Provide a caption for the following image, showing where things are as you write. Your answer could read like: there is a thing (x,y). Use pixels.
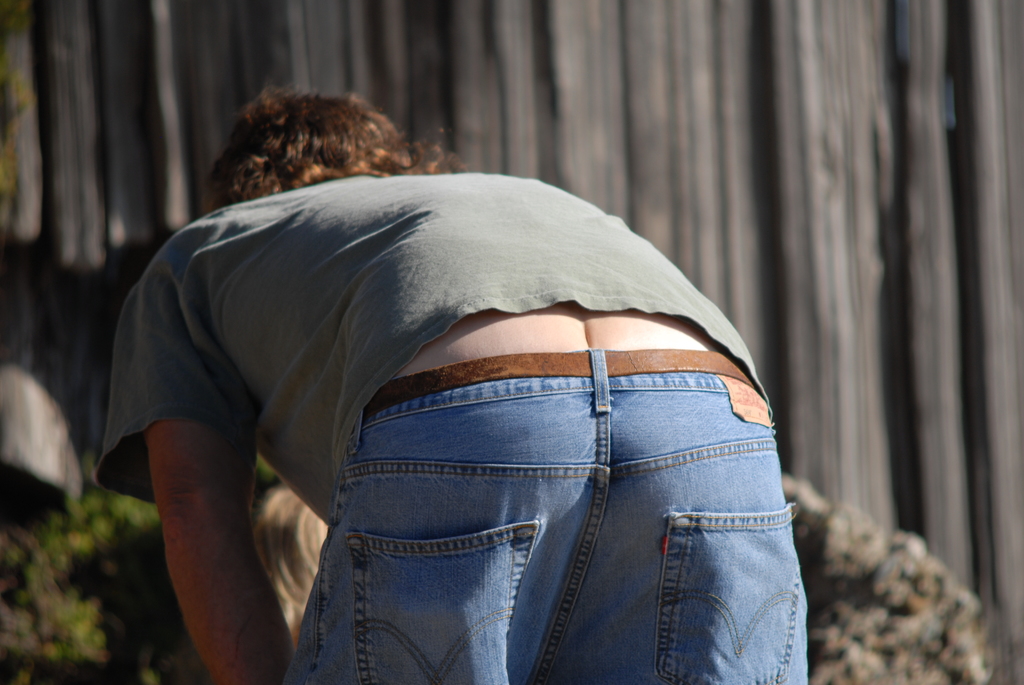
In this image we can see a person (382,554) and in the background (718,102), we can see the wall (568,127), also we can see there are some blurred objects (76,589).
